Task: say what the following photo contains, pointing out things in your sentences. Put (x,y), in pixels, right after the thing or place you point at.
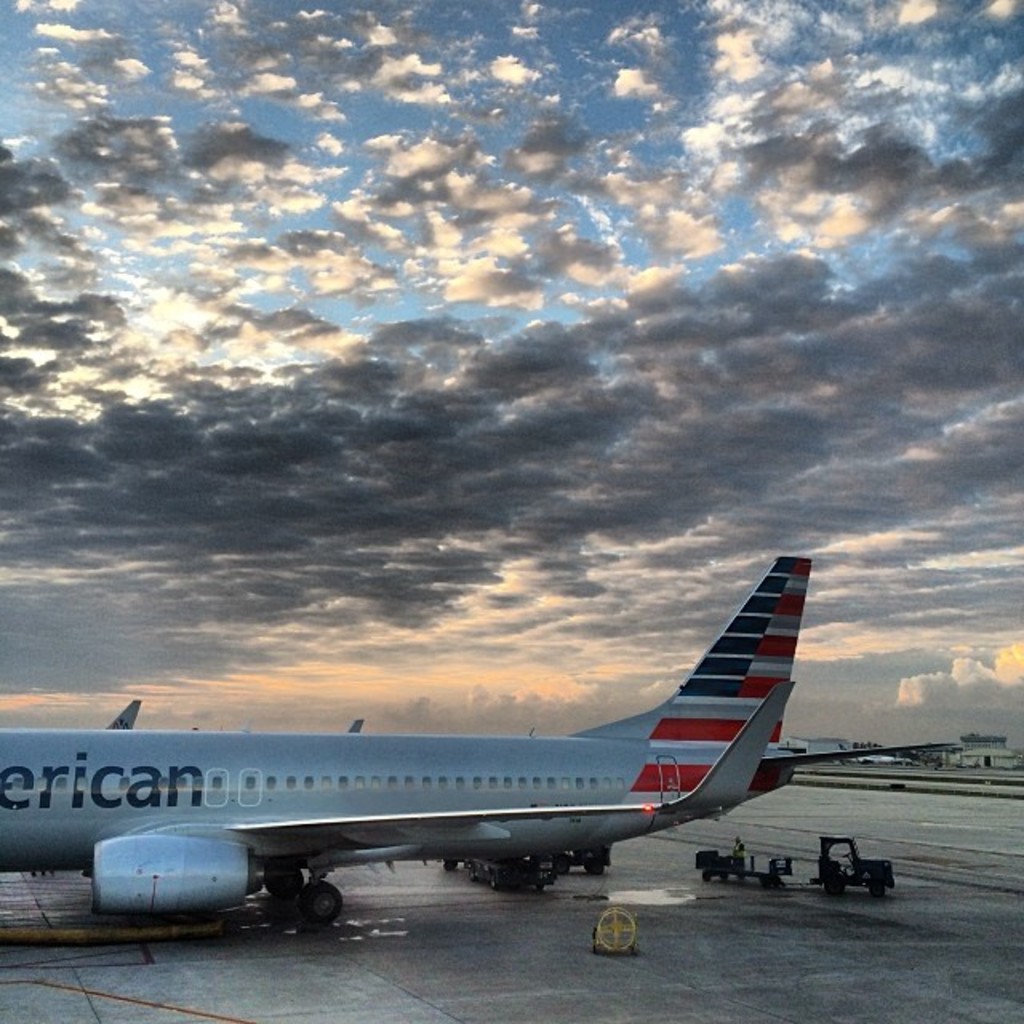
In this image we can see an aeroplane (262,886) on the runway (418,954). On the right side of the image (874,868) there is a luggage carrier (772,875). In the background (893,596) there is a building (995,750), sky (971,702) and clouds (224,452).
